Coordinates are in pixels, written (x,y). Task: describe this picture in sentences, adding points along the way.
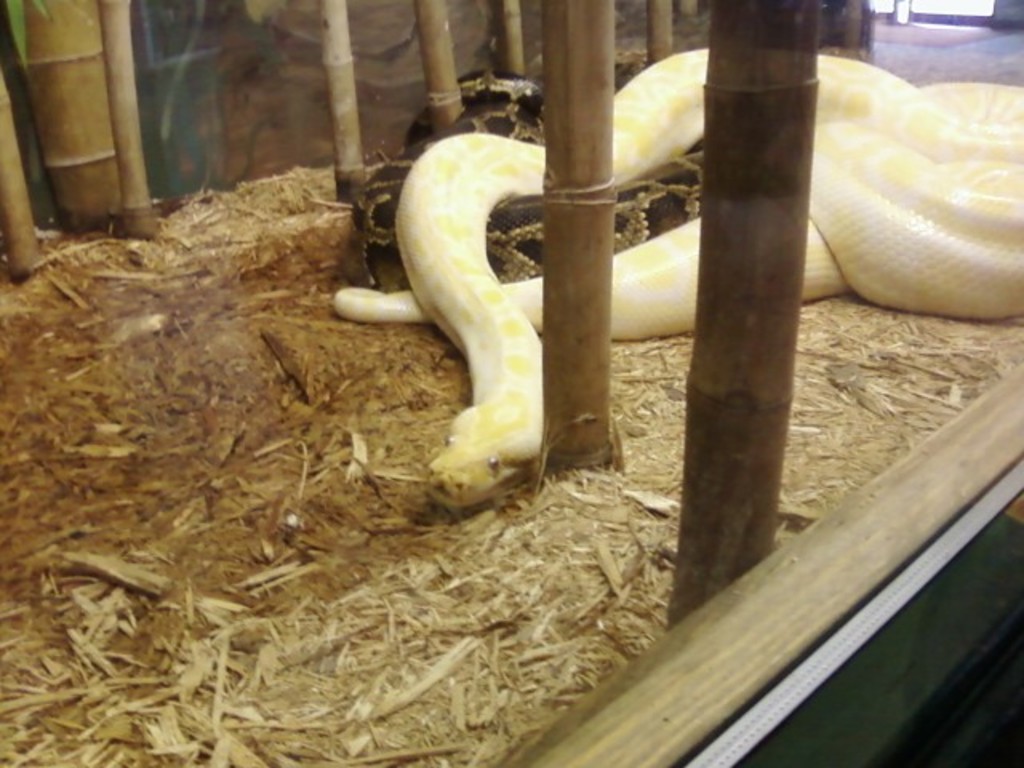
In this image I can see there are snakes (697,208) on the wooden pieces (432,653). And there are sticks (723,31) around the snake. And it looks like a box (773,631). And it looks like an inside of the building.
